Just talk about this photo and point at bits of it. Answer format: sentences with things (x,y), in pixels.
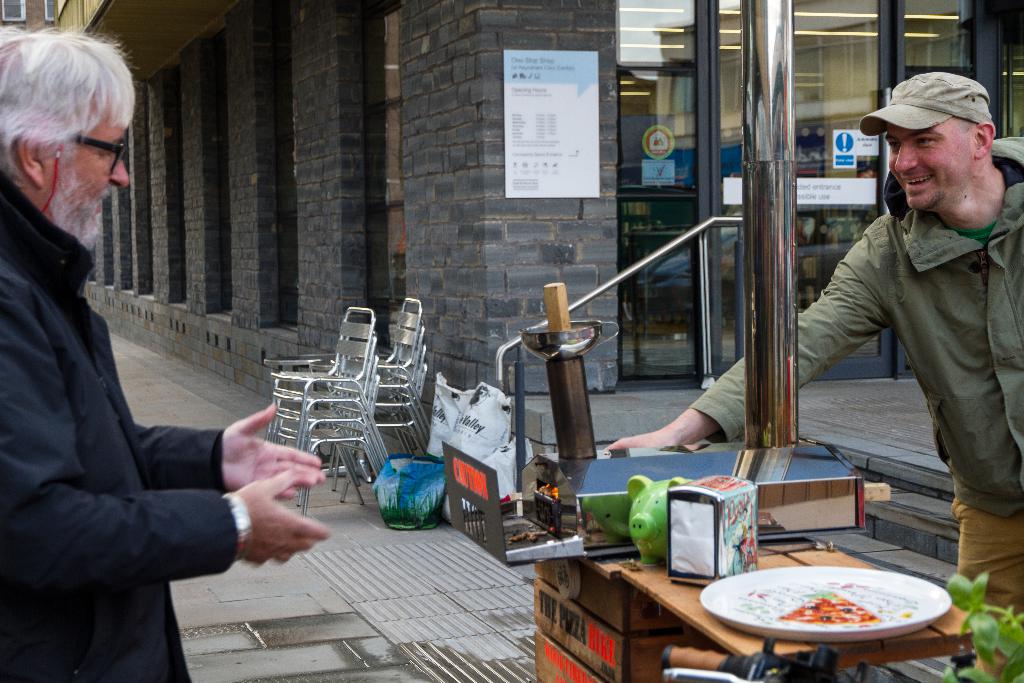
On the left side (75,269) there is a person (64,242) wearing specs (117,163). On the right side (922,335) there is a person (928,327) wearing jacket (950,327) and cap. Near to him there is a table (640,568). On that there is a plate (723,621), box (706,518) and many other things (611,496). In the back (513,436) there are packets (397,469), chairs (376,409) and a building (395,209) with brick wall (347,201). On the wall (602,187) there is a poster (552,95).
